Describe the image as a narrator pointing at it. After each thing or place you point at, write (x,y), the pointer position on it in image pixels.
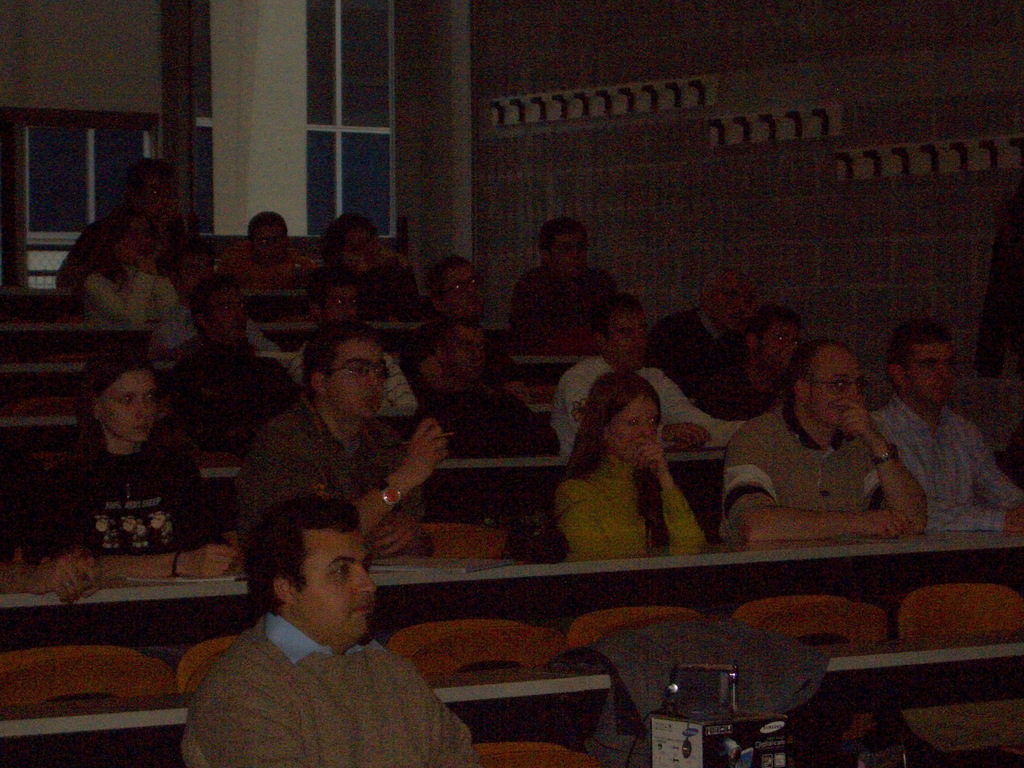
In this image there are group of people (203,506) sitting on the chairs (472,646), there are tables (552,592), a box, wall (824,176), pillar (281,48), windows (33,128).
